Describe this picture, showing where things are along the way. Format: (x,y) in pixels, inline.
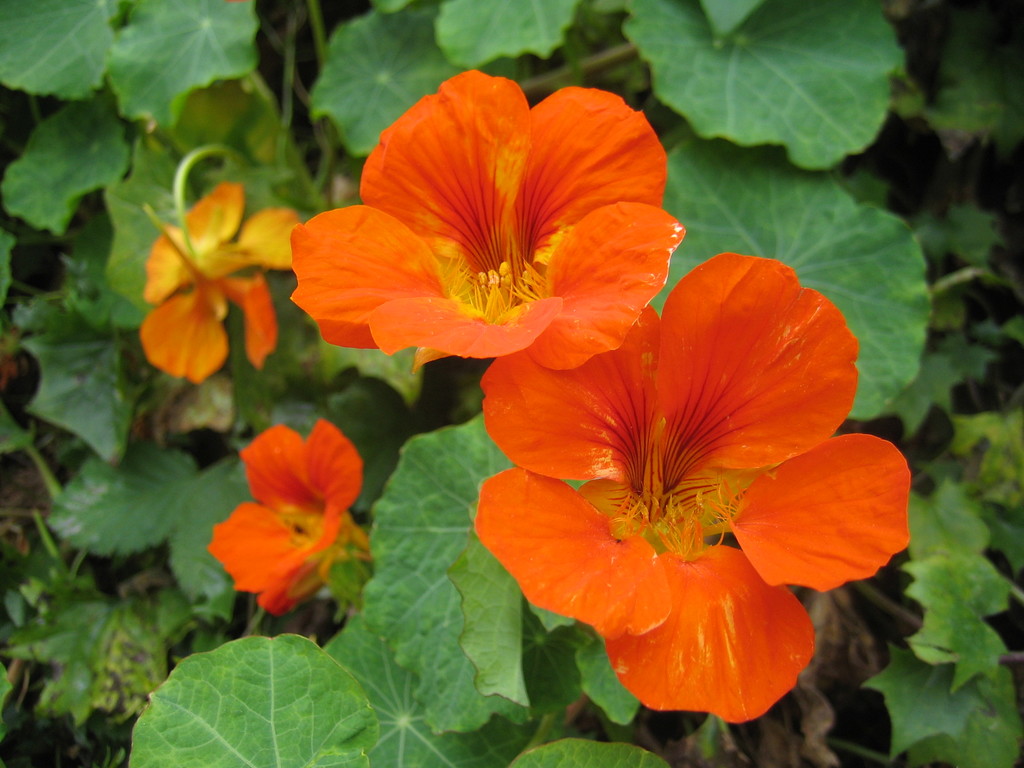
In this image we can see some flowers (689,563) to a plant (999,667).
